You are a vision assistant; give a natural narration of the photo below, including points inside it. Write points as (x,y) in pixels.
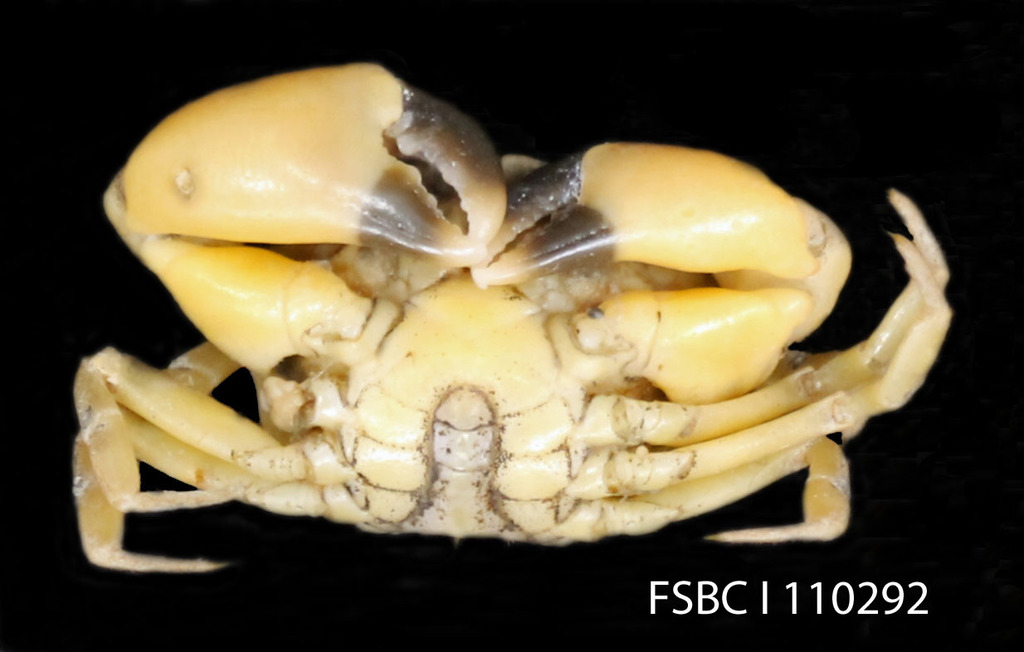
In this image we can see a crab (461,407) which is in yellow color.
